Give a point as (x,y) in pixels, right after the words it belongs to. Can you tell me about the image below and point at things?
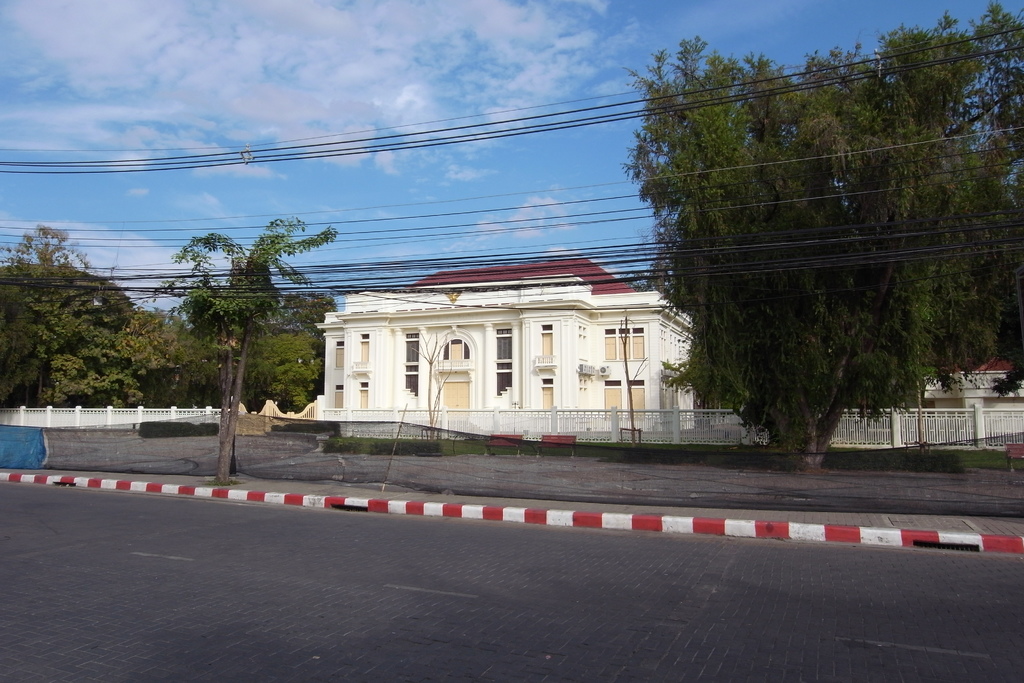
This is a building (542,366) with the windows (468,359). I can see a black cloth (615,467) hanging. These are the trees (223,333). This looks like a road (428,611). I can see a pathway (39,471). I think this is a barricade (586,415). There are two benches (491,438). I can see the clouds (499,86) in the sky (623,76). These are the current wires (557,123).
